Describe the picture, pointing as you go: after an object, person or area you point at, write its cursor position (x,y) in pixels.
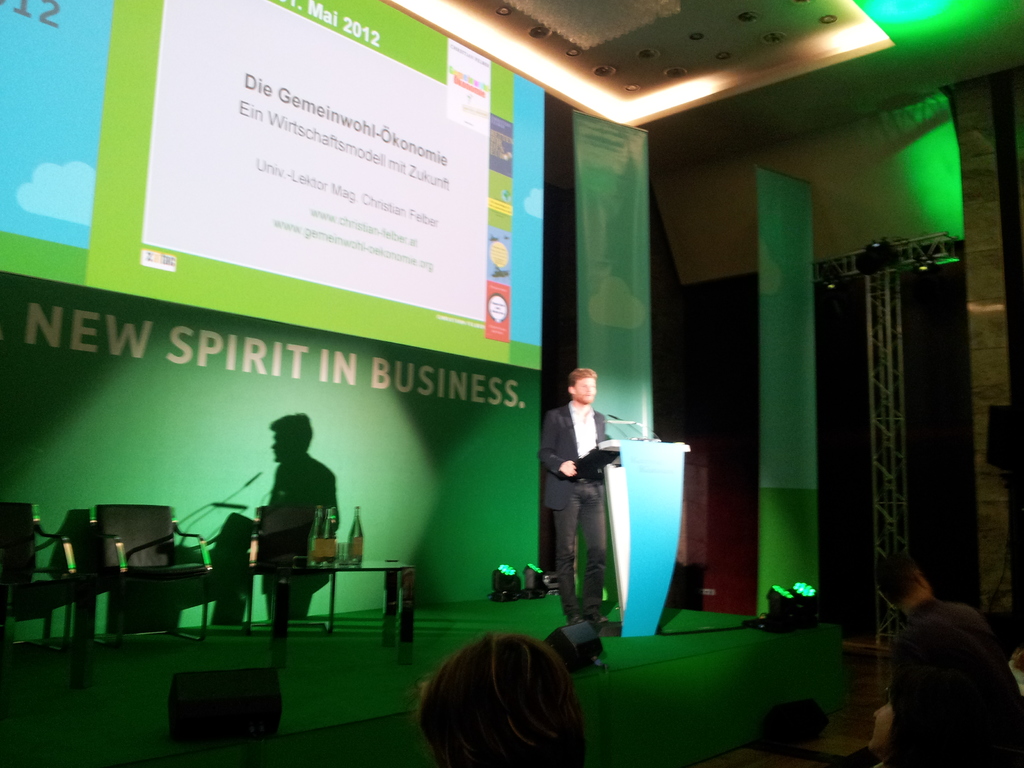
In this image we can see a person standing on the stage (816,672) beside a speaker stand (667,539) containing a mic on it. We can also see chairs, bottles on a table (403,624), lights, the metal frame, a display screen (526,300) with some text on it, some banners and a roof (515,33) with some ceiling lights (415,12). On the bottom of the image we can see some people (575,722).
